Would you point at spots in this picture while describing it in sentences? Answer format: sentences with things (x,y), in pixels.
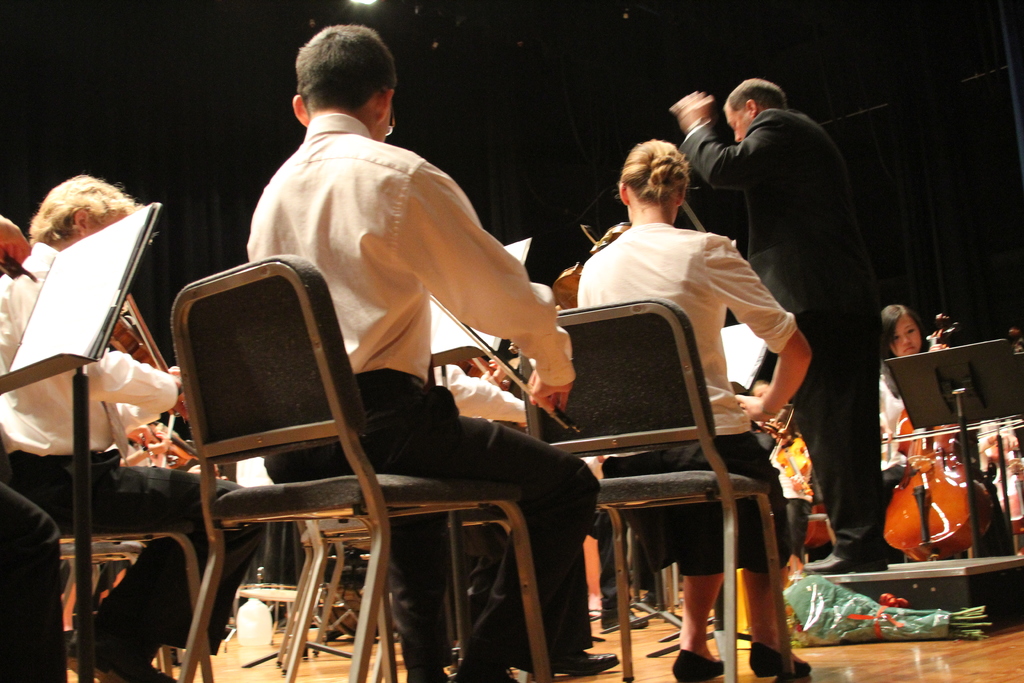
In a room (78,358) there are lot of people (131,363) sitting on chairs (437,495) playing violin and a person (785,221) standing in the middle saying instructions to the people (706,647).
